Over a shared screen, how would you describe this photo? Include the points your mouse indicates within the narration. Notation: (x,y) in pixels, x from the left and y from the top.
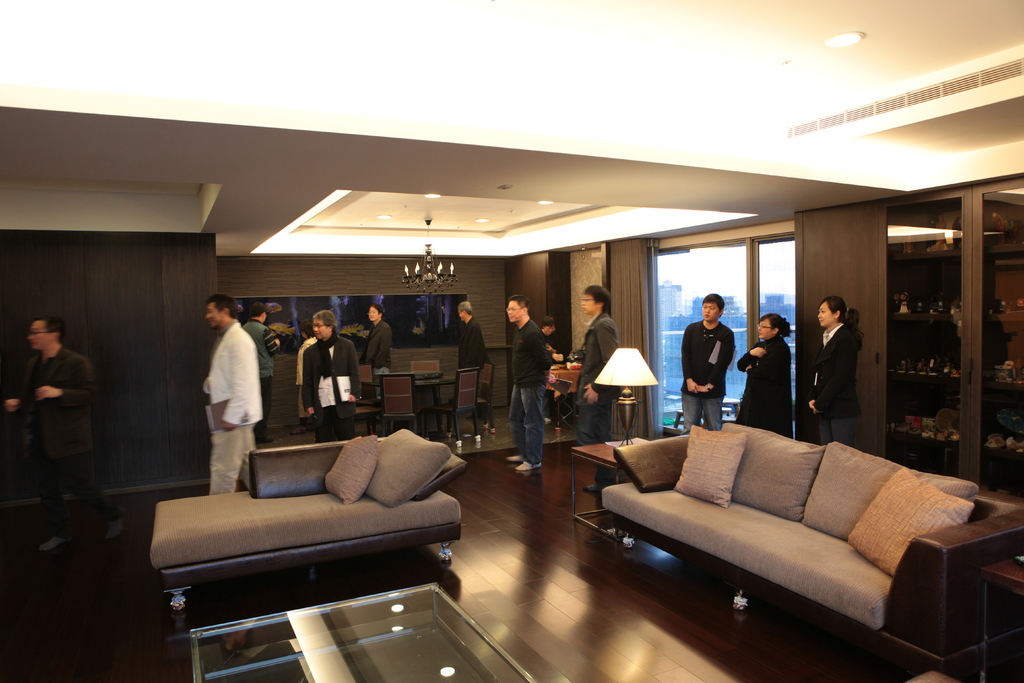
In this image there is a floor (608,607) at the bottom (609,632). There is a person (55,476) and wooden object (88,343) on the left corner (52,402). There is a window (675,255), there are people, it looks like a cupboard (997,250) with objects (938,366) on it in the right corner (968,310). There is a table (332,662), there are sofas (662,476), pillows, a table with a lamp (625,354) on it in the foreground (357,665). There is a table (429,413), there are chairs (381,408), people (304,344), there is a wooden object (508,289) in the background (557,272). There are lights (429,253) on the roof (516,232) at the top (615,227).
